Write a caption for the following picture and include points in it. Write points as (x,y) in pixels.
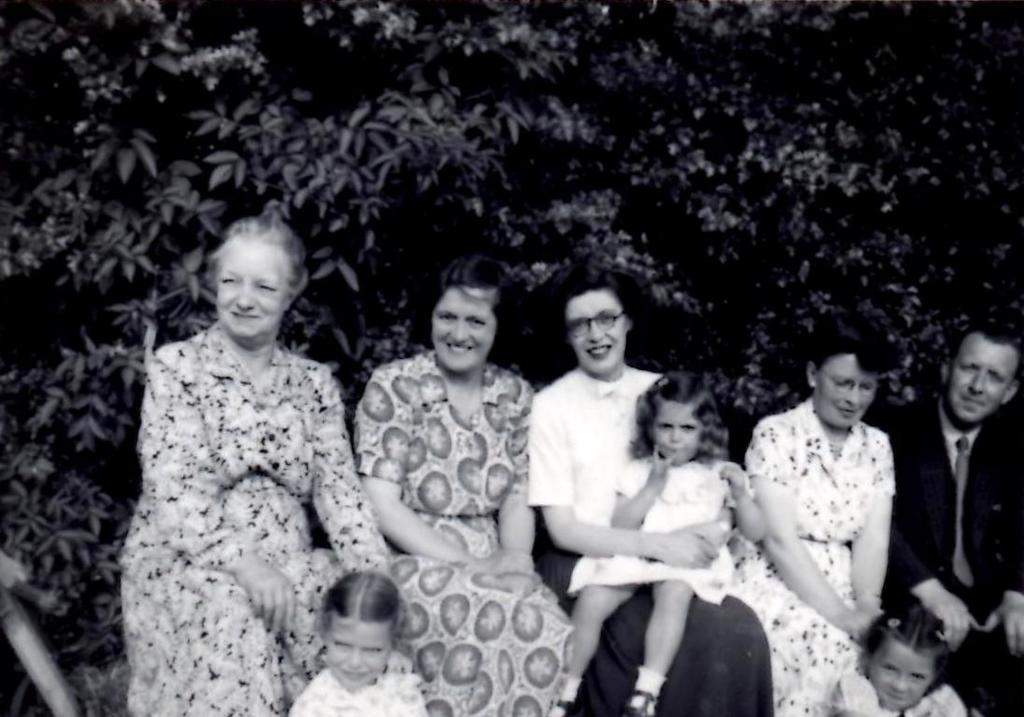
This is a black and white image where we can see these people (443,618) and these children (382,691) are sitting and smiling. In the background (128,476), we can see the trees (704,275).
